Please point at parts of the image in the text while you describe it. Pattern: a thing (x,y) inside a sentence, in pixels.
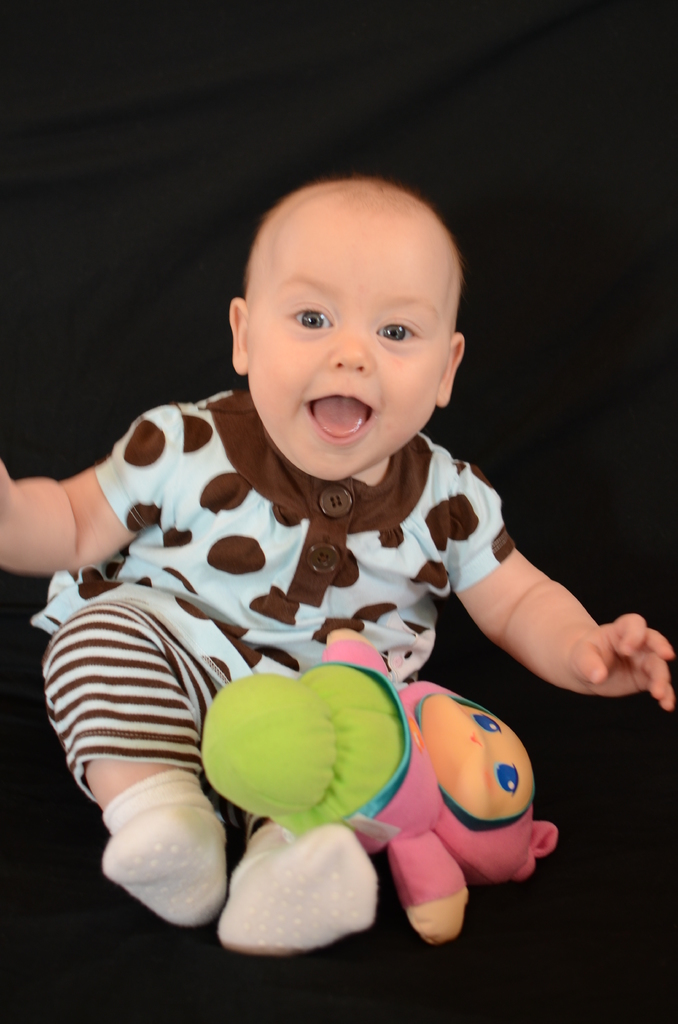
In the image we can see a baby (187,584), wearing clothes (119,705) and socks (262,879). This is a toy (437,729) and the baby (232,513) is smiling.
